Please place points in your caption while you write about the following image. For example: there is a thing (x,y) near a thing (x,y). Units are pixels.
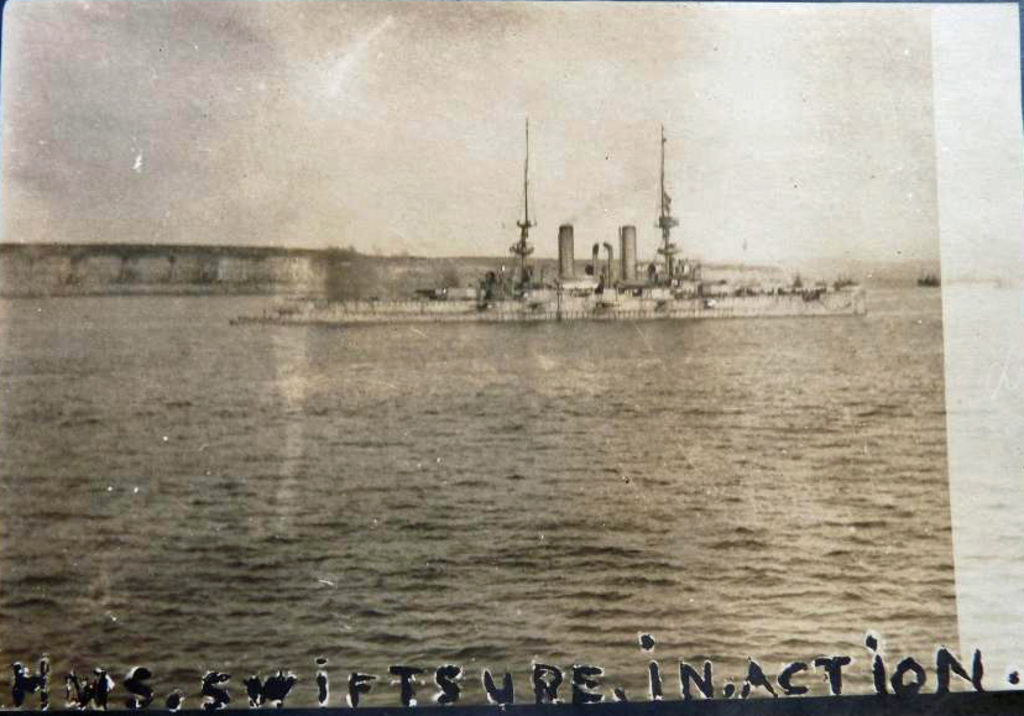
In the middle (357,462) this is water (702,451). There is a ship (712,300).
